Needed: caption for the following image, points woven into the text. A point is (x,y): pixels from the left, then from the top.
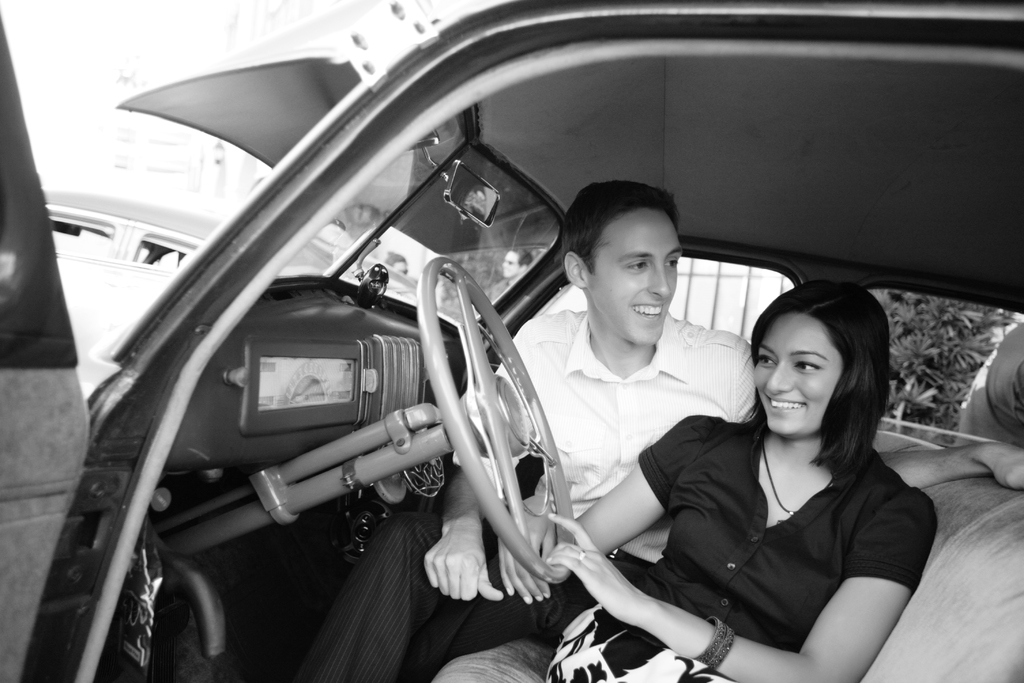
In the image we can see car (965,38), in car (556,565) they were two persons (661,517) were sitting and they were smiling. In the background (156,233) we can see vehicle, gate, plant (945,334) and sky (72,137).
